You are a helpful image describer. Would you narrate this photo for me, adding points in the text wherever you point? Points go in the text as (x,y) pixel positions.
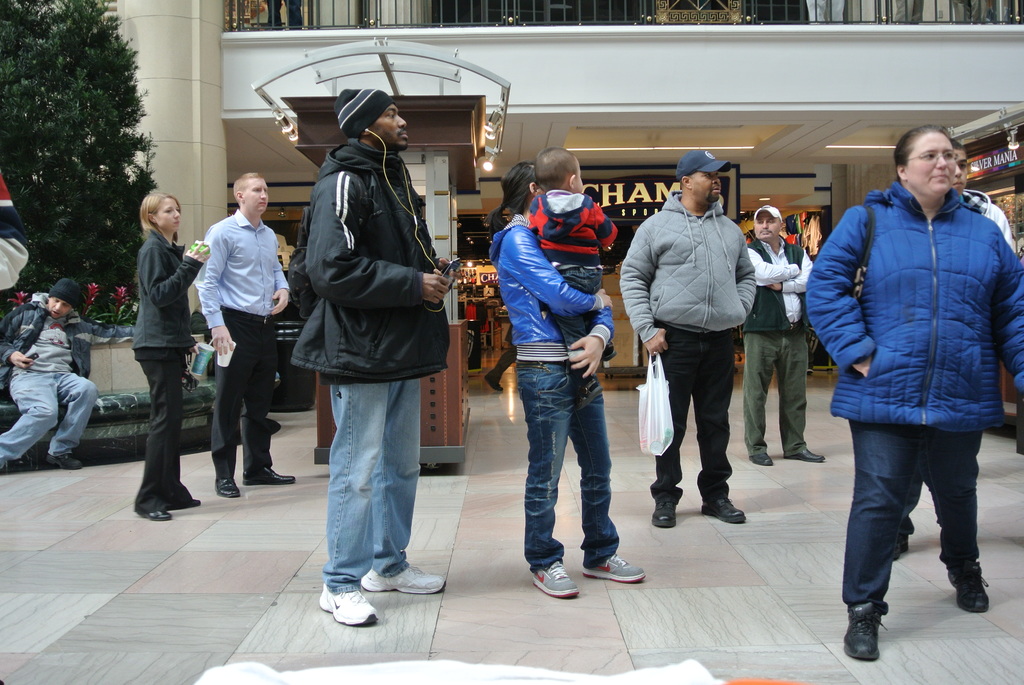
In this image I see number of people (248,378) in which this person (33,304) is sitting over here and I see the path (33,515). In the background (618,59) I see the building (760,59) and I see something is written over here and I see the lights (482,167) and I see the leaves (119,149) over here.
